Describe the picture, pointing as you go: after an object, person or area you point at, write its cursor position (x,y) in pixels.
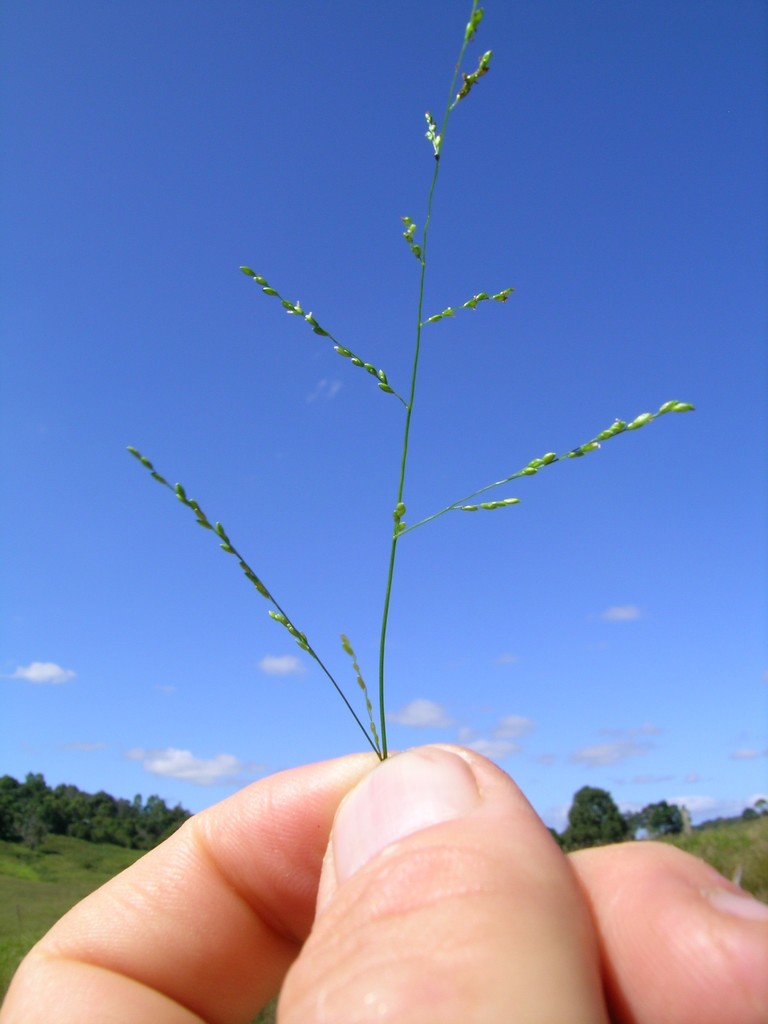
At the bottom of this image (353,871) I can see a person's hand (330,837) holding a stem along with the leaves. In the background (124,824) there are some trees (108,809). At the top of the image (150,207), I can see the sky (134,234) in blue color.
